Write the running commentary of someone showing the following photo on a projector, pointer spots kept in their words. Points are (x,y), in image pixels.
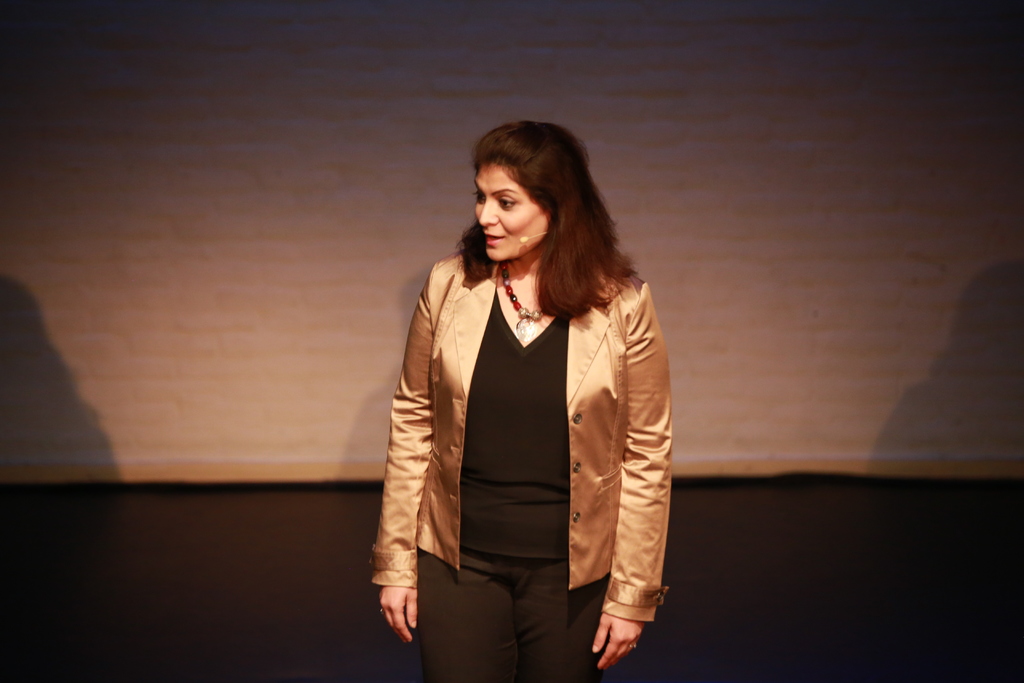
In the middle (610,400) a woman (549,131) is there, she wore a gold color coat (613,438), black color dress (485,361). She is talking in the microphone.
